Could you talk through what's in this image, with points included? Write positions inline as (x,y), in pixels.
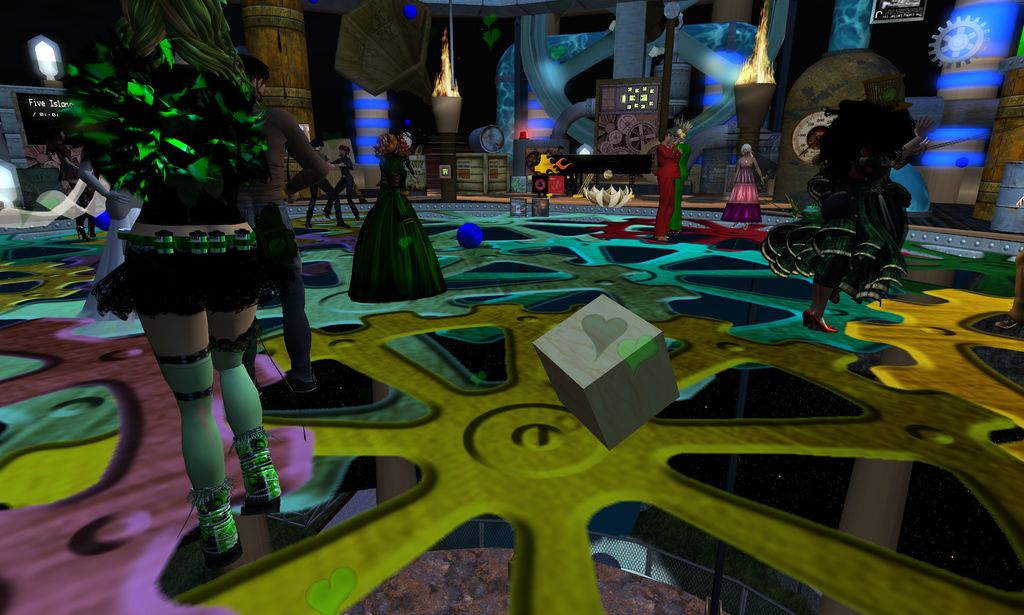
Here this picture looks like an animated picture, as we can see animated floor (533,243) and we can see animated people (801,245) dancing on the floor (436,239) and we can also see lights (532,121) and all other things (41,106) that are animated present.
